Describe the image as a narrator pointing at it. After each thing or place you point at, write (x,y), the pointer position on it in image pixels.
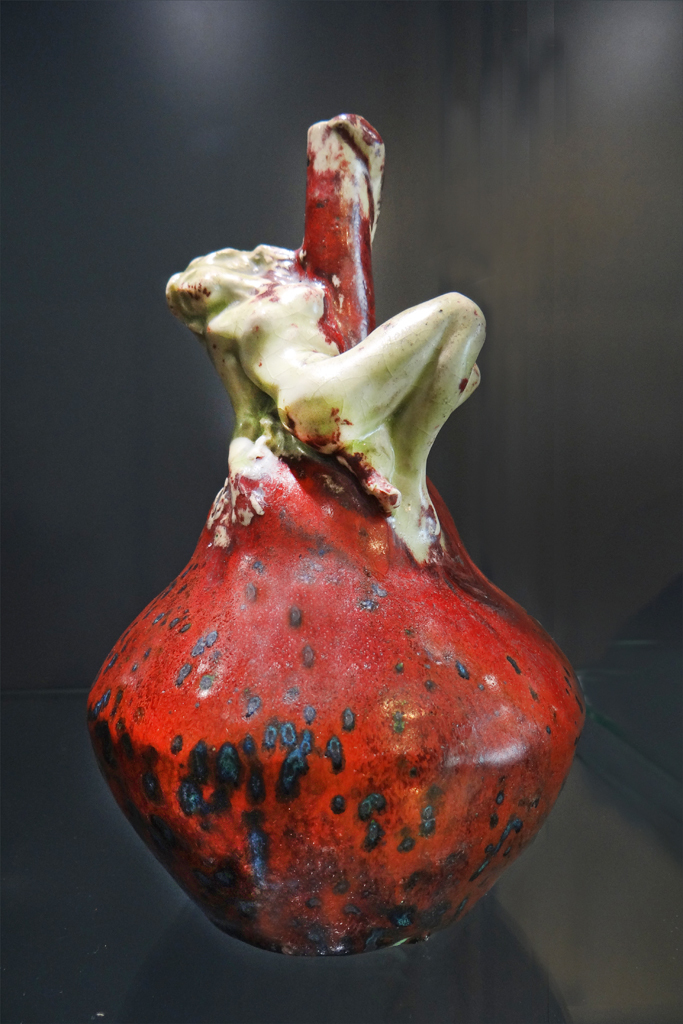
In this image, we can see an object (209,570) that looks like a stoneware (209,702). We can also see the background (328,35).
